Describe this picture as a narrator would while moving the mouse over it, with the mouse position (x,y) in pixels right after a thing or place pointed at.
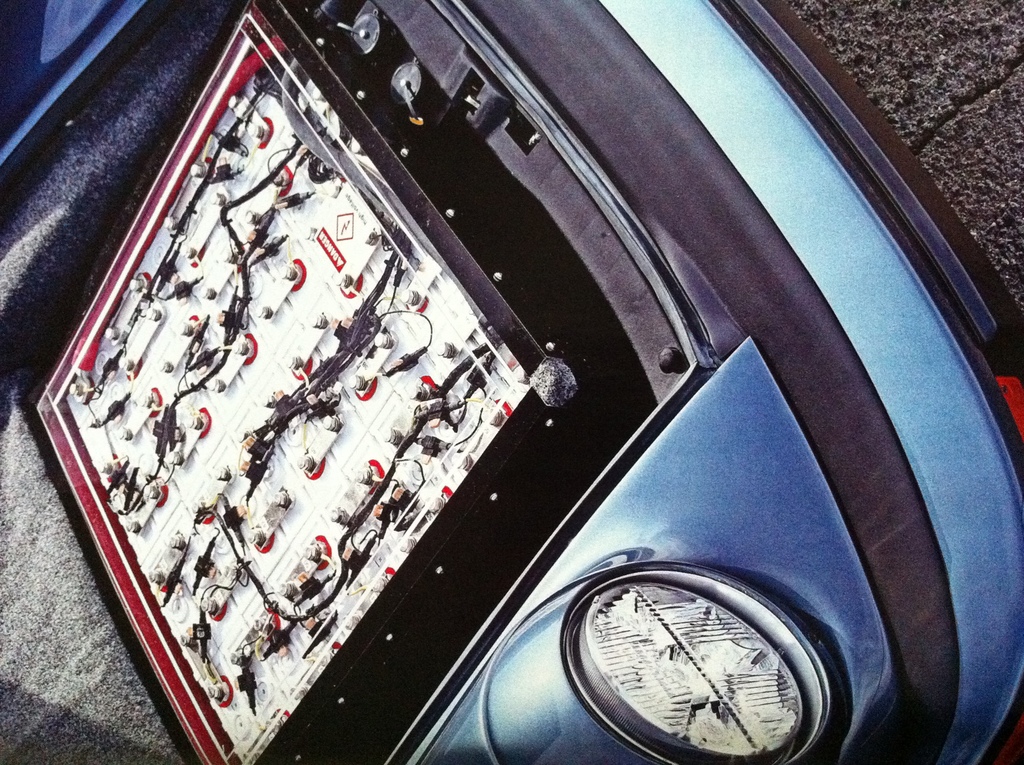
In the picture there is a front part (691,410) of the car (588,299) and there is some object (103,342) fit on the engine (342,359) of the car (439,56).
